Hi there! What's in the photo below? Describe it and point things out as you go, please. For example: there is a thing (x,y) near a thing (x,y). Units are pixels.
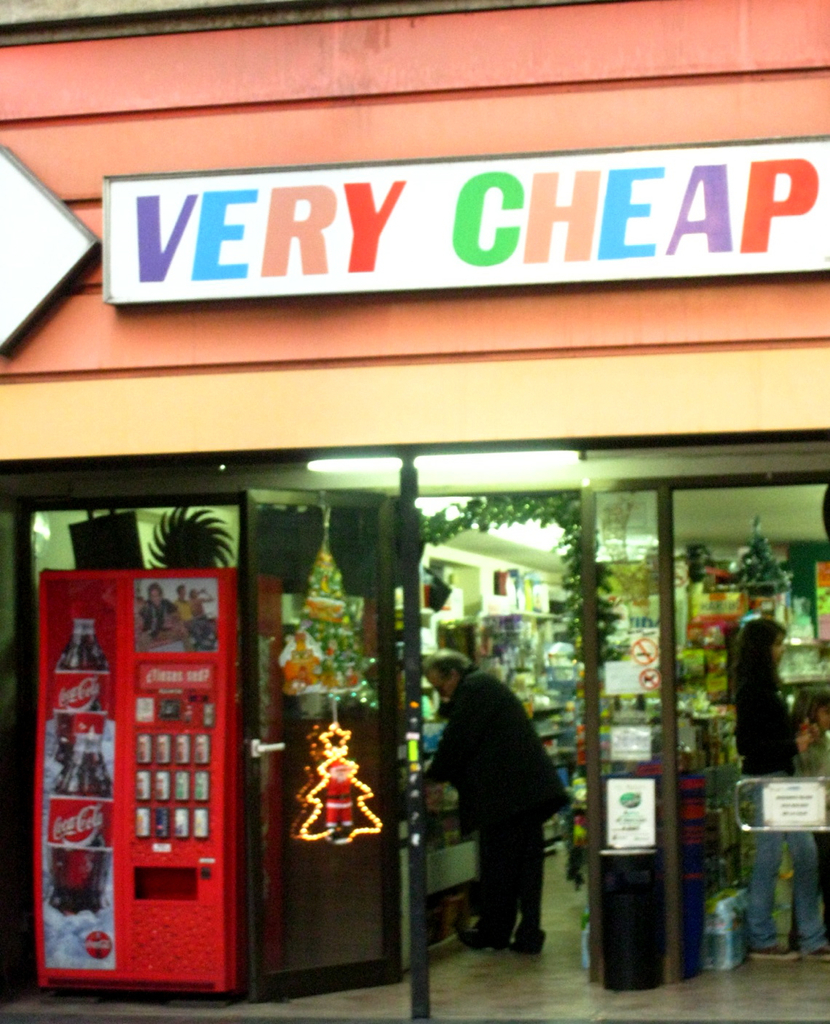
In this image I can see the shop (447,353). I can see many objects (571,763) and two people (543,756) standing inside the shop (682,788). There are boards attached to it. To the left (113,697) I can see the machine (147,810).
